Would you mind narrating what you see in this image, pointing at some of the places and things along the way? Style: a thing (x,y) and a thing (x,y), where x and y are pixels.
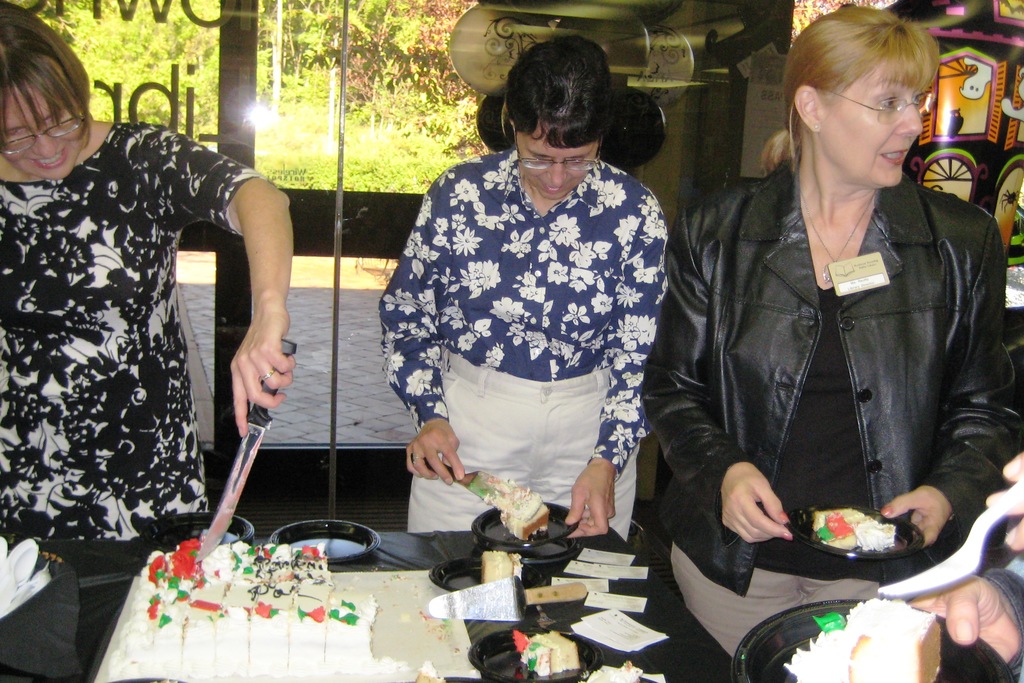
In this image there is a table (431,567) having plates (368,549), cake (349,609), papers (601,626) and few objects (460,656). Left side (93,256) there is a woman (127,482) standing. She is holding a knife (246,476) and she is cutting the cake (200,576). Beside her there is a woman (528,331) holding the knife (477,487) with one hand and a plate (556,517) with the other hand (569,520). On the plate (497,529) there is a piece of cake (531,519). Right side (886,471) there is a woman (903,356) holding the plate (858,551) which is having cake (863,534). Background (263,112) there is a wall (714,100) having a glass door (301,149). From the glass door (379,130) plants (323,123) and trees (306,50) are visible. Right bottom there is a person (976,595) holding a spoon (983,517). The person (988,626) is holding a plate (961,666) which is having cake (859,633).
